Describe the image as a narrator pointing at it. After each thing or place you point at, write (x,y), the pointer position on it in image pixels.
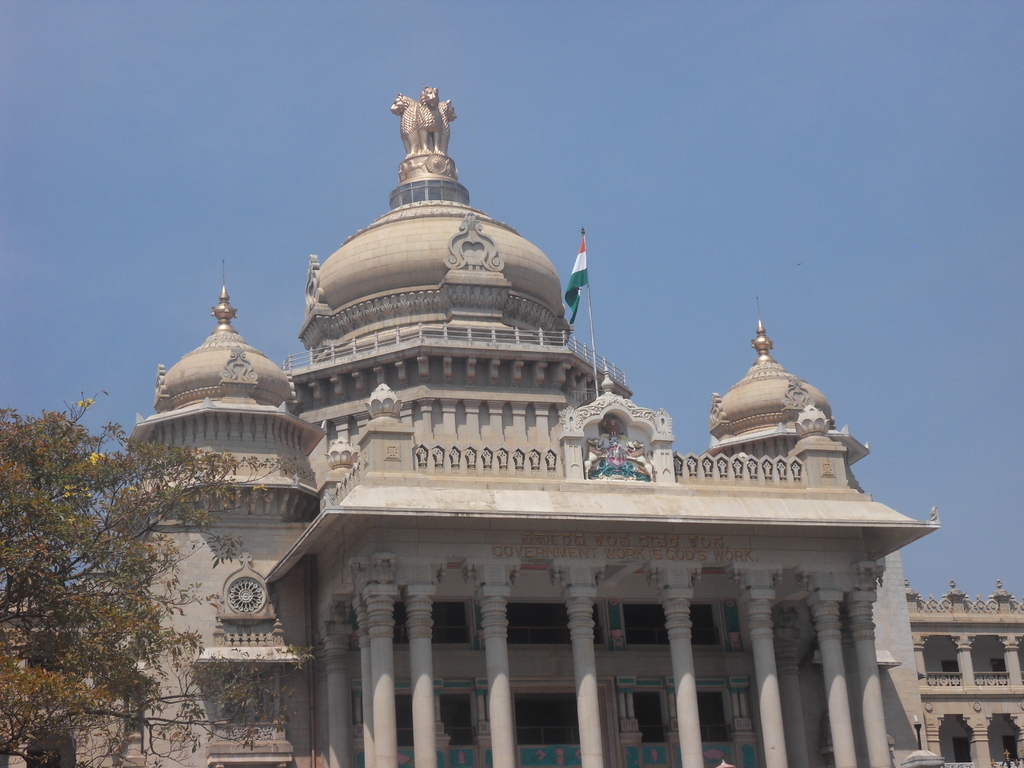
Sky (662,125) is in blue color. Above this building (686,698) there is a flag (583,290). Here we can see pillars (428,629) and tree (121,549).
